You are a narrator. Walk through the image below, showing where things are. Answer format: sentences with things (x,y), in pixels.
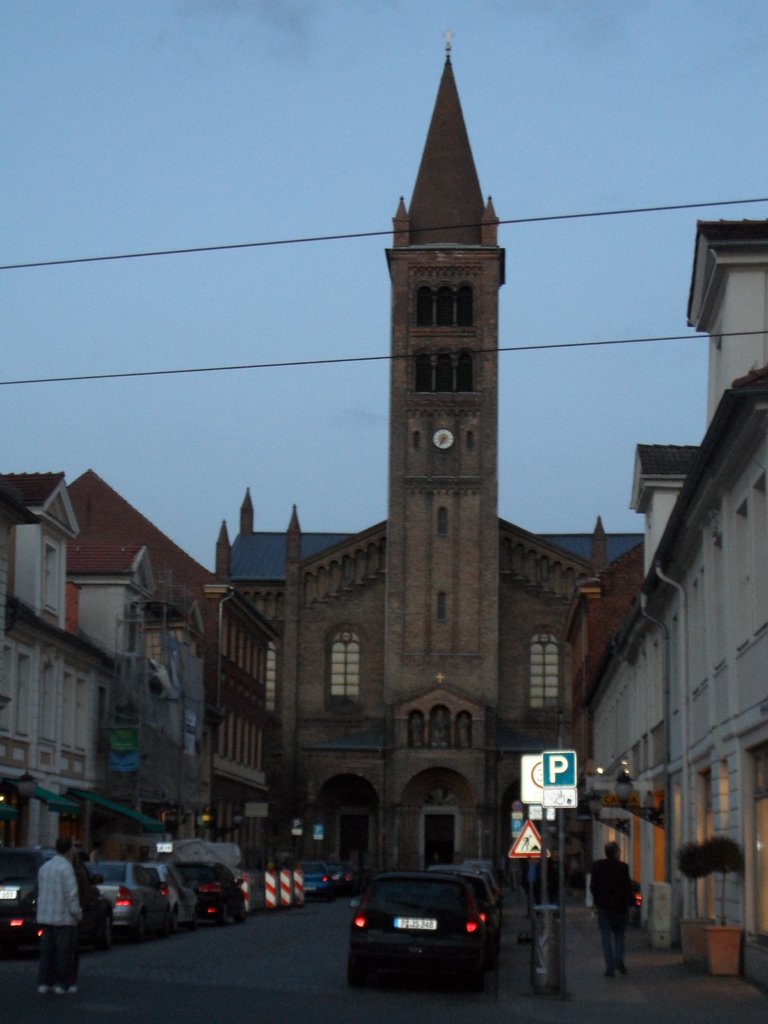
There is a person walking and this person (42,885) standing on the road (353,1001). We can see vehicles (464,872), boards (556,792) on poles (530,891), buildings (441,853) and wires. In the background (507,52) we can see sky (671,184).
